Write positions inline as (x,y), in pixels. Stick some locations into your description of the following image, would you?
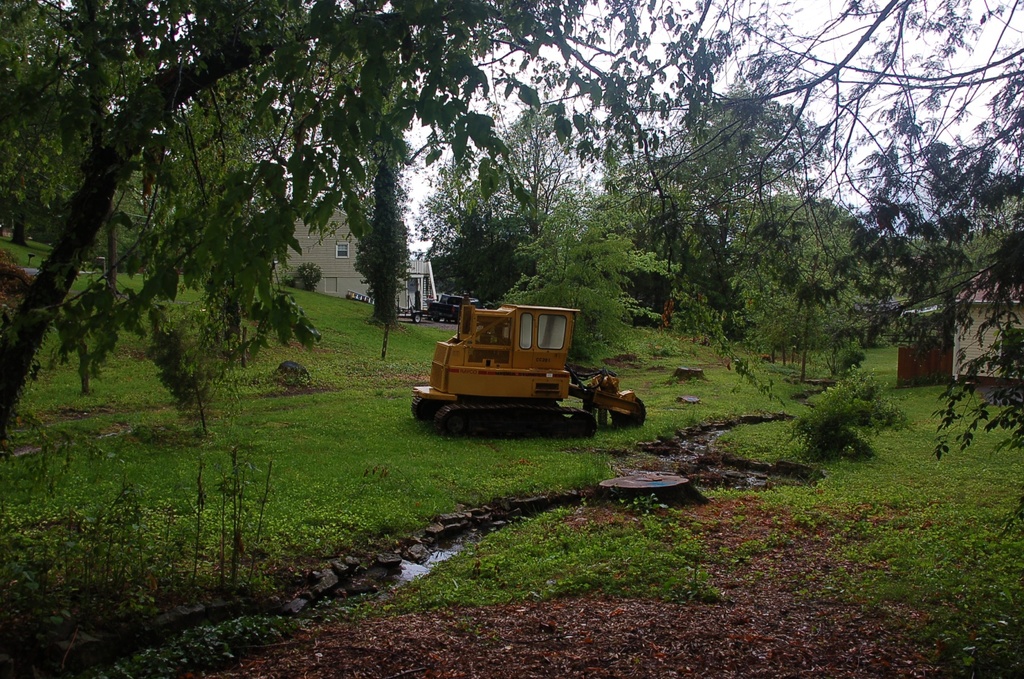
There is one bulldozer (463,347) on a grassy land (680,540) as we can see in the middle of this image (597,432). There are some trees (384,274) in the background (817,318). There is a building (343,266) in the middle of this image (417,281) and there is a sky (847,47) at the top of this image (636,103).
